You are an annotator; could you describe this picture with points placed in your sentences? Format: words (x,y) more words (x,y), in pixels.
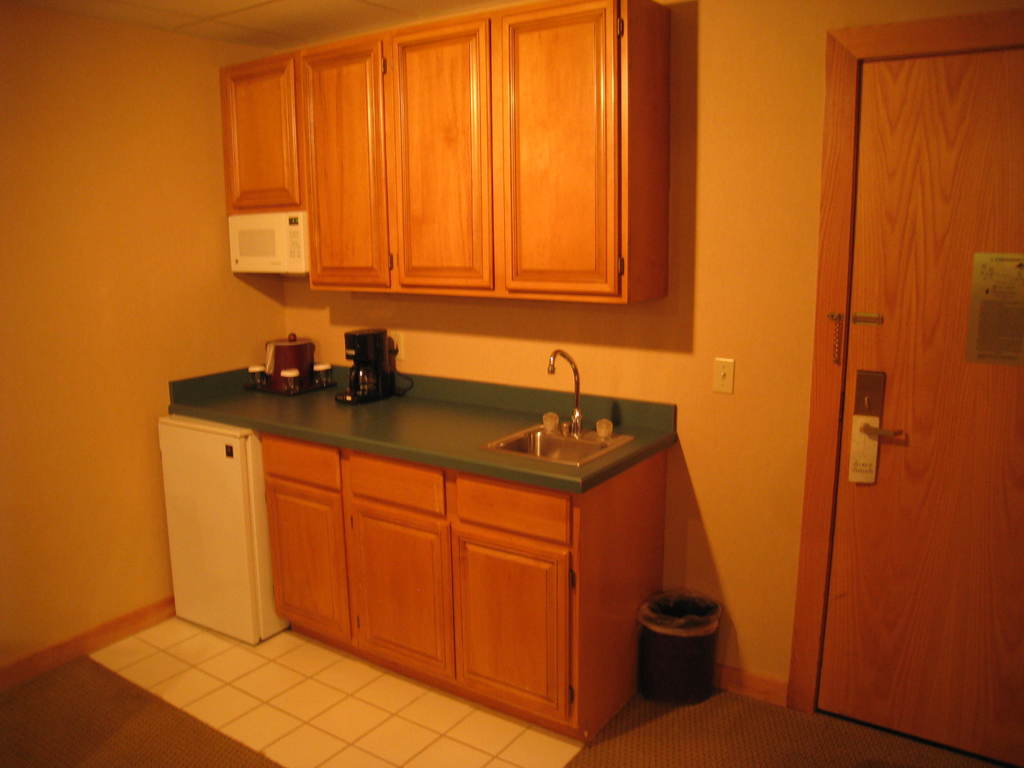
There is a kitchen countertop (395,426) at the bottom of this image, and there is a wall (138,322) in the background (725,647). We can see there is a dustbin (708,643) at the bottom of this image (685,665).
